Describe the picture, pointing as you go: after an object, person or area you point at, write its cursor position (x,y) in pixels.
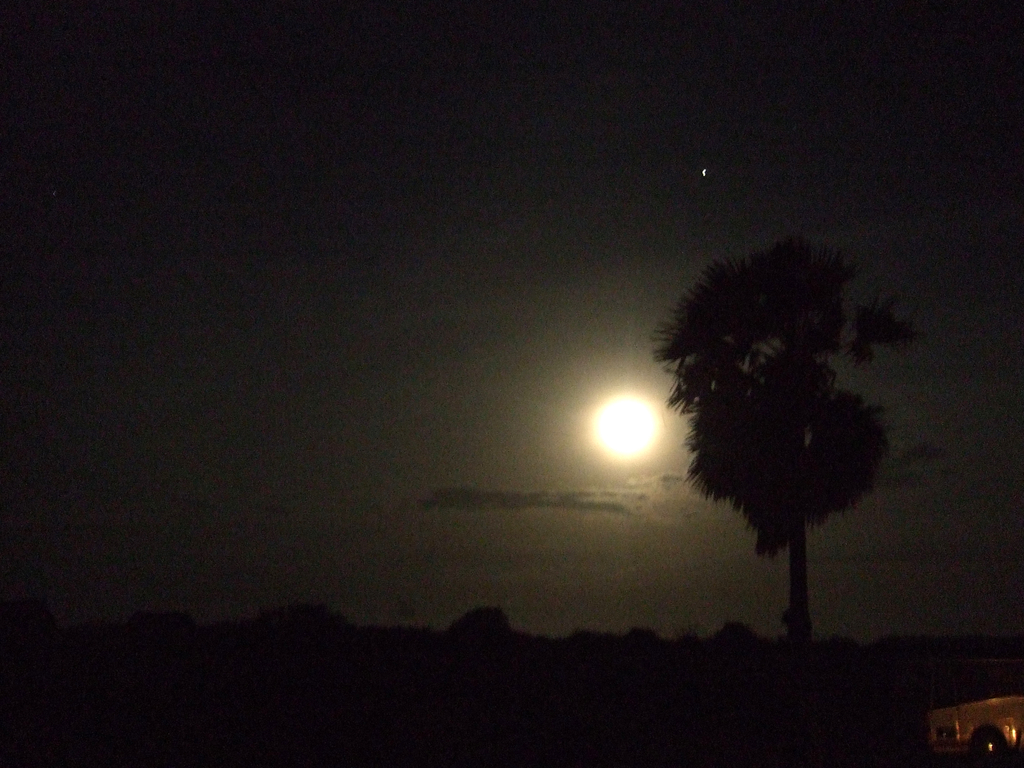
This is the picture taken at night time, we can see there is a tree (749,385), sky (738,600), the moon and an item (952,751) on the path (920,747).
